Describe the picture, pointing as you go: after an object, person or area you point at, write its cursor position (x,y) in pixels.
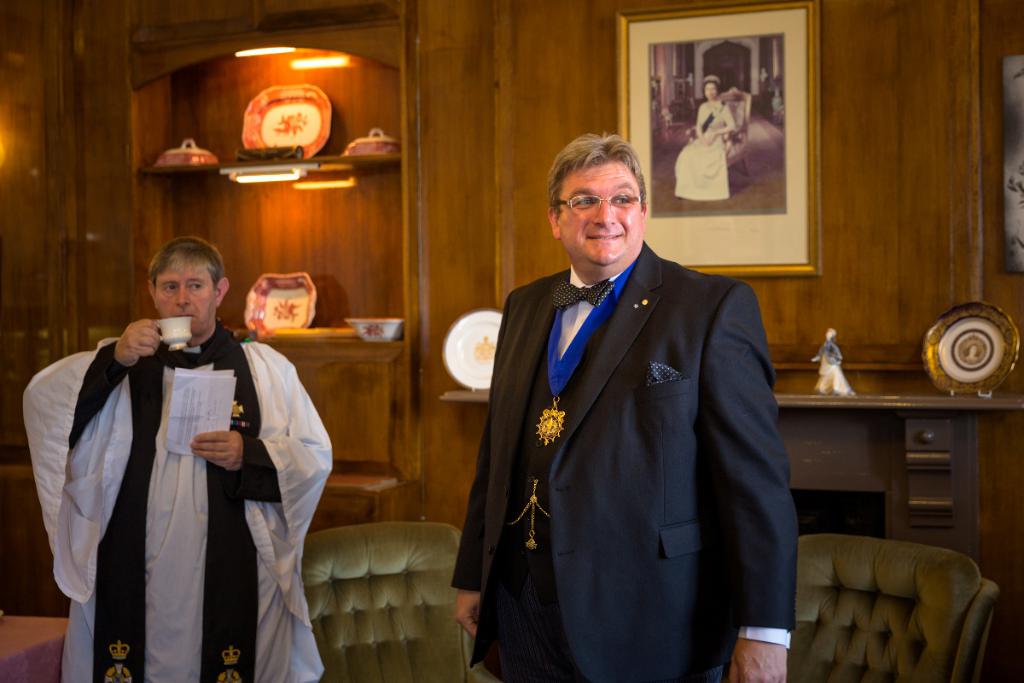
In front of the picture, we see a man (693,423) in the blue blazer (693,423) is standing. Beside him, we see a man (246,449) in the white dress (192,551) is standing. He is holding a cup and the paper (220,419) in his hands (199,438). Behind them, we see the chairs (453,597). In the left bottom (60,634), we see a table (51,656). In the background (388,333), we see a rack (379,291) in which the bowls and the plates (300,308) are placed. Beside that, we see a table (829,400) on which plates (942,358) and a toy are placed. In the background (524,201), we see a wooden wall (486,134) on which a photo frame (649,150) is placed.
